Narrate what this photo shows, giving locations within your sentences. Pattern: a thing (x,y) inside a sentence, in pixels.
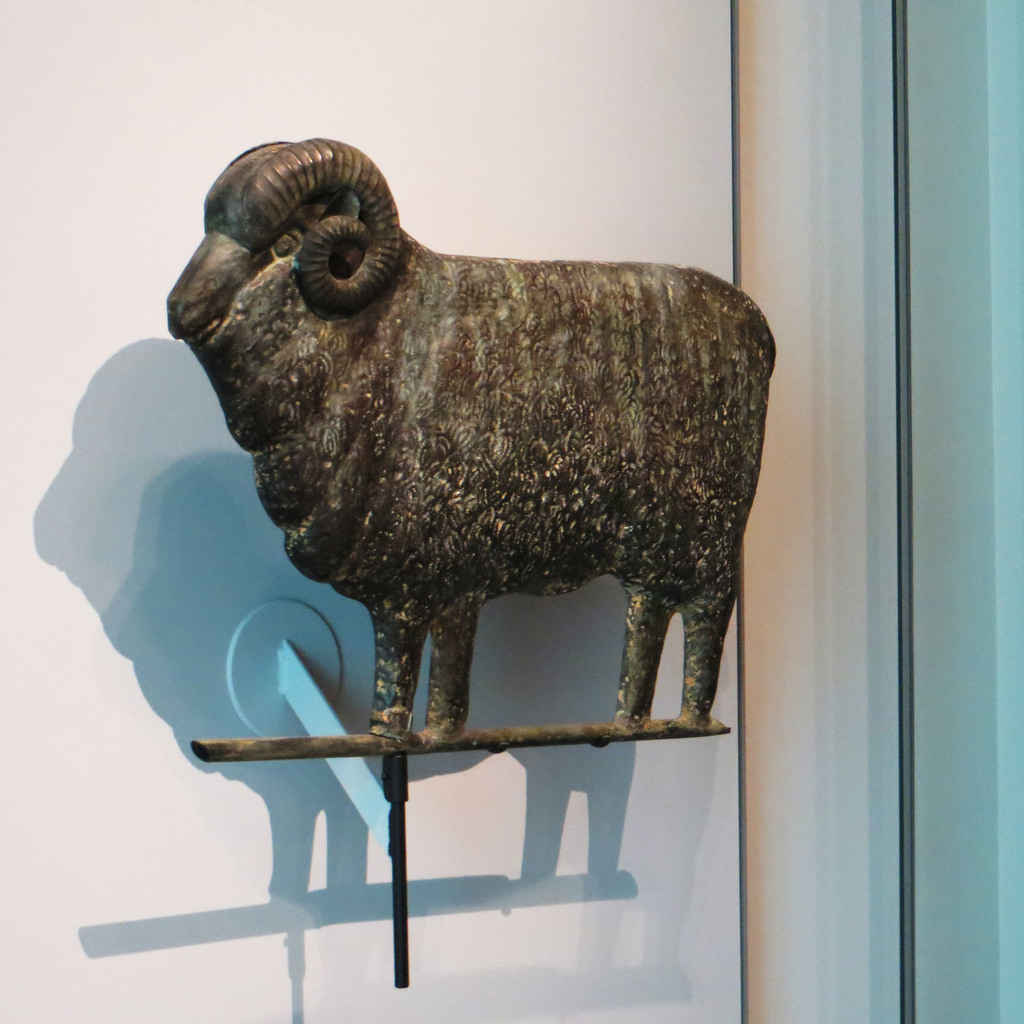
In this image I can see there is a statue (478,570) in the shape of a sheep (558,420). Behind this there is the white color background (114,95).
